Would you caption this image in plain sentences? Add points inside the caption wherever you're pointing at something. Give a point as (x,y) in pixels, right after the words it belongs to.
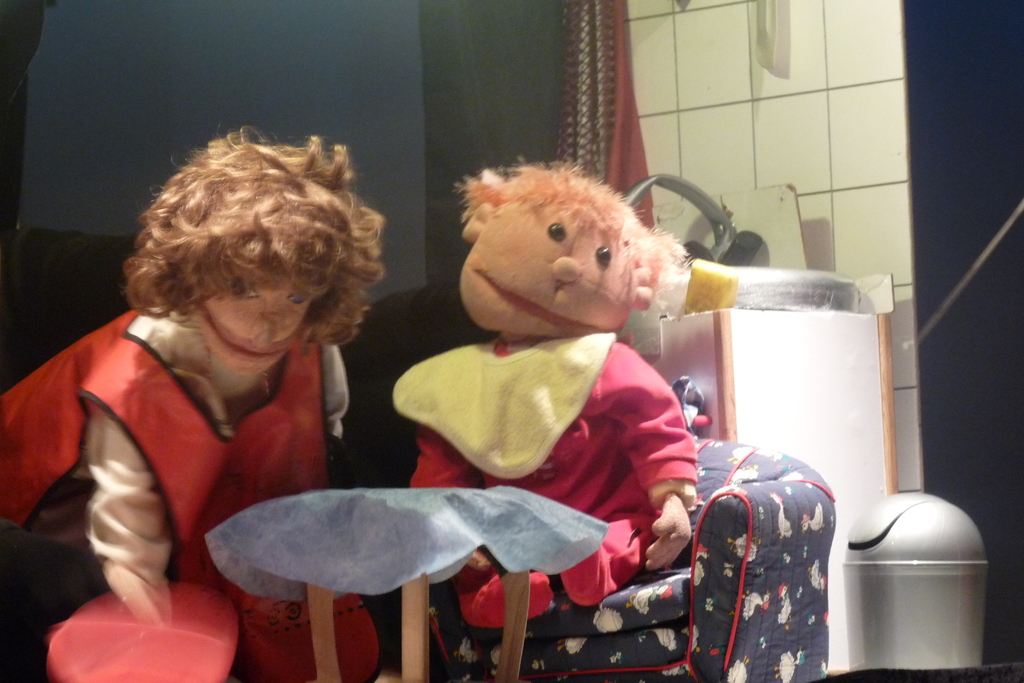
In the image we can see there are two toys (360,255). Here we can see the couch (702,555), garbage bin (884,552), wall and the curtains (591,96). Here we can see some objects (754,377).
